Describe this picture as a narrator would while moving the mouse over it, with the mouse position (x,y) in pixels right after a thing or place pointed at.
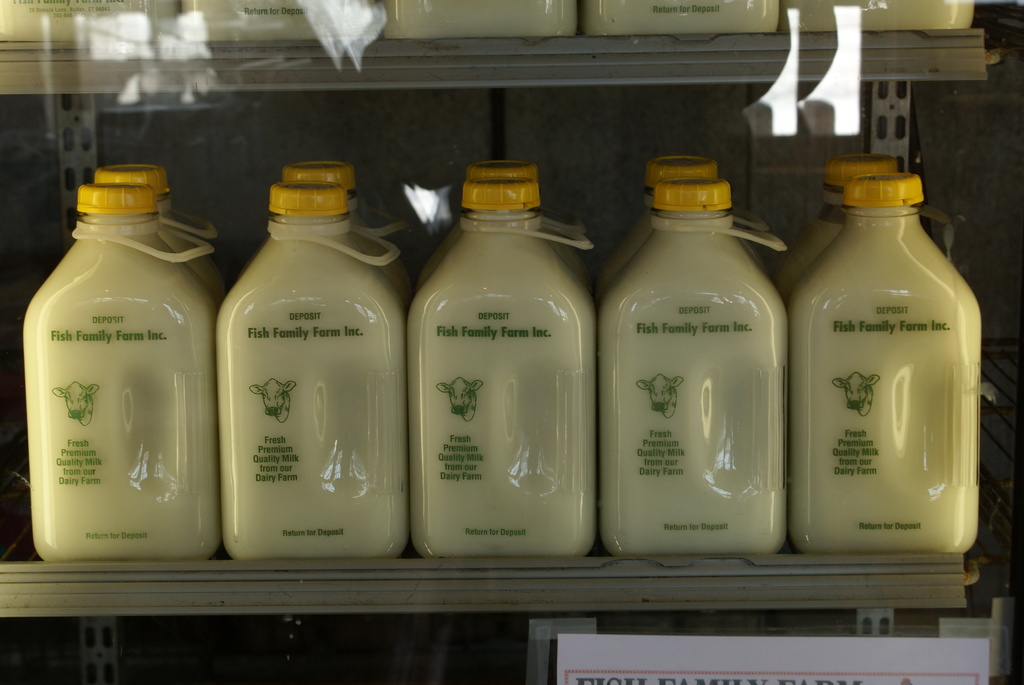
In this picture we can bottles (771,287).
